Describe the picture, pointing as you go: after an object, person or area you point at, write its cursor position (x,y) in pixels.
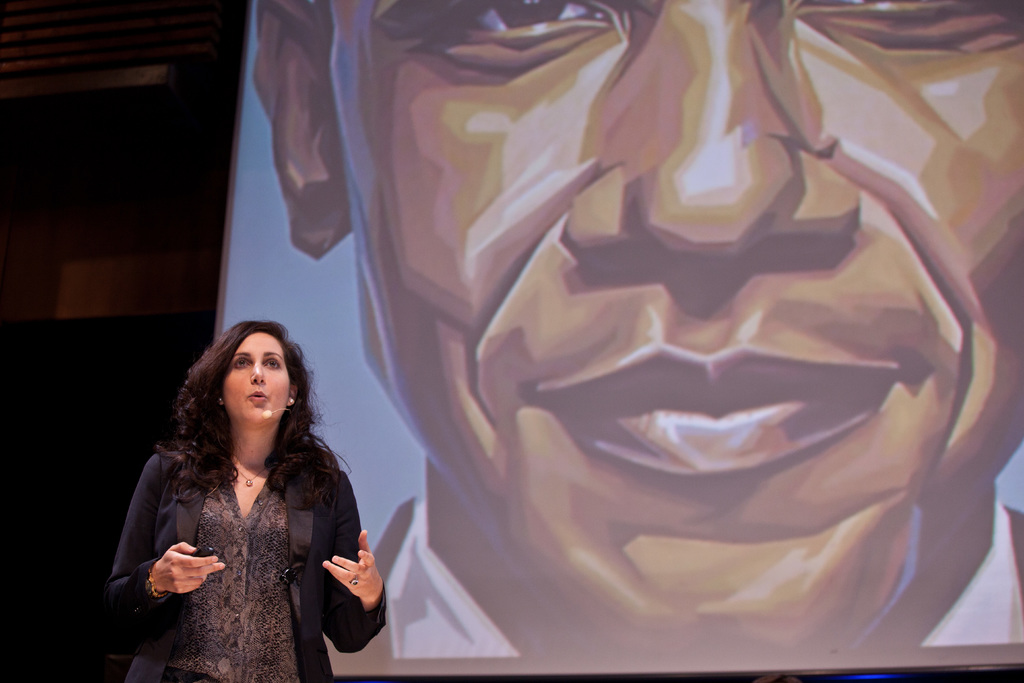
On the left side of the image (277,576) there is a lady (293,565) standing and holding an object (199,553). In the background (902,291) there is a screen (784,482) and a wall (203,226).
